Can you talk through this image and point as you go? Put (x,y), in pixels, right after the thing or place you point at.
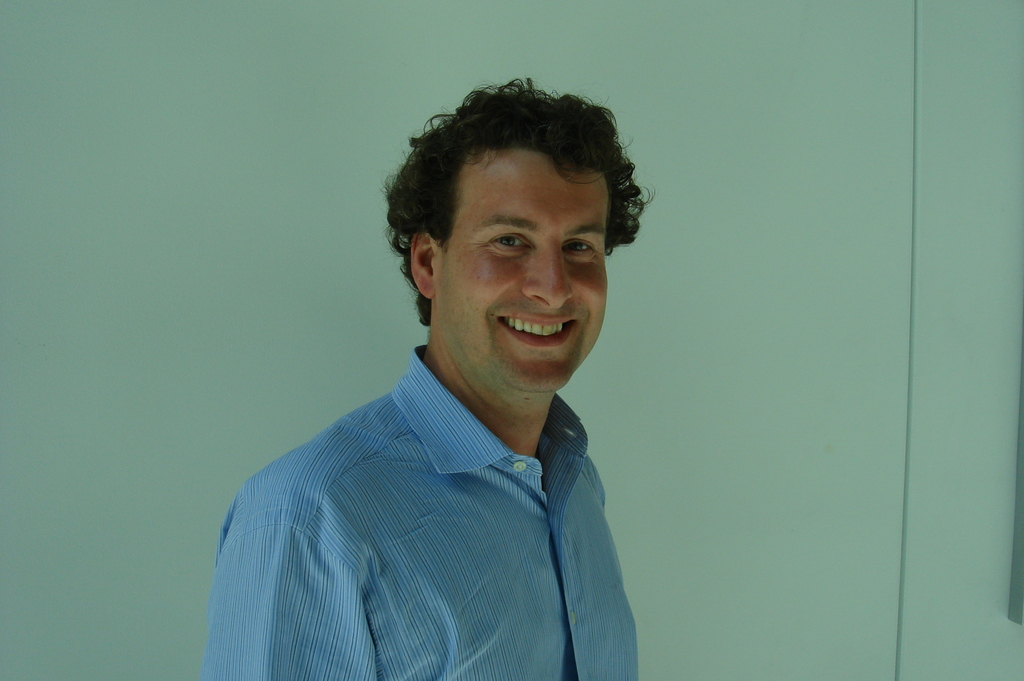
In this image there is a person (593,526) standing with a smile on his face (508,292), behind him there is a wall (795,481).
